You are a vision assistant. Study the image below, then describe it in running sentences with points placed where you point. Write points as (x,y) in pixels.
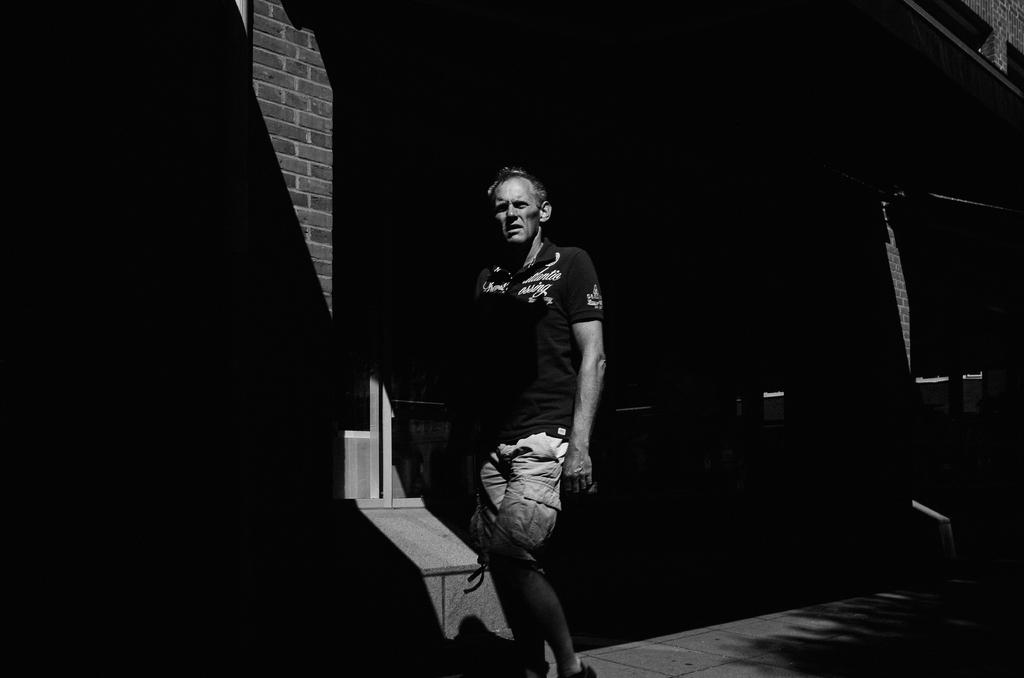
There is a person (540,240) in a t-shirt (543,256) walking on a footpath (632,649). In the background (387,533), there is a building (394,93) which is having brick wall (316,2).
